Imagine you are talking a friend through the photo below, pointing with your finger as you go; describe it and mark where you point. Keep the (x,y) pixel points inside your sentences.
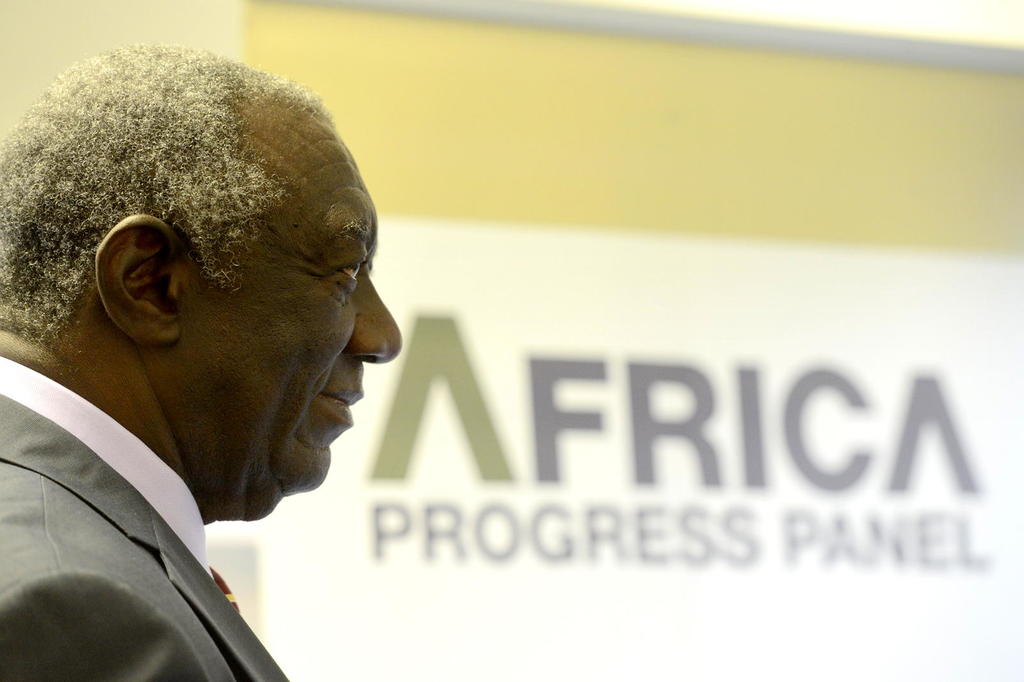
The man (198,278) on the left side (168,404) wearing a white shirt (98,440) and grey blazer (113,577) is smiling. In the background (511,348), we see a white banner (547,403) or a projector screen (756,368) with text (434,358) displayed on it. Behind that, we see a wall (127,34).
